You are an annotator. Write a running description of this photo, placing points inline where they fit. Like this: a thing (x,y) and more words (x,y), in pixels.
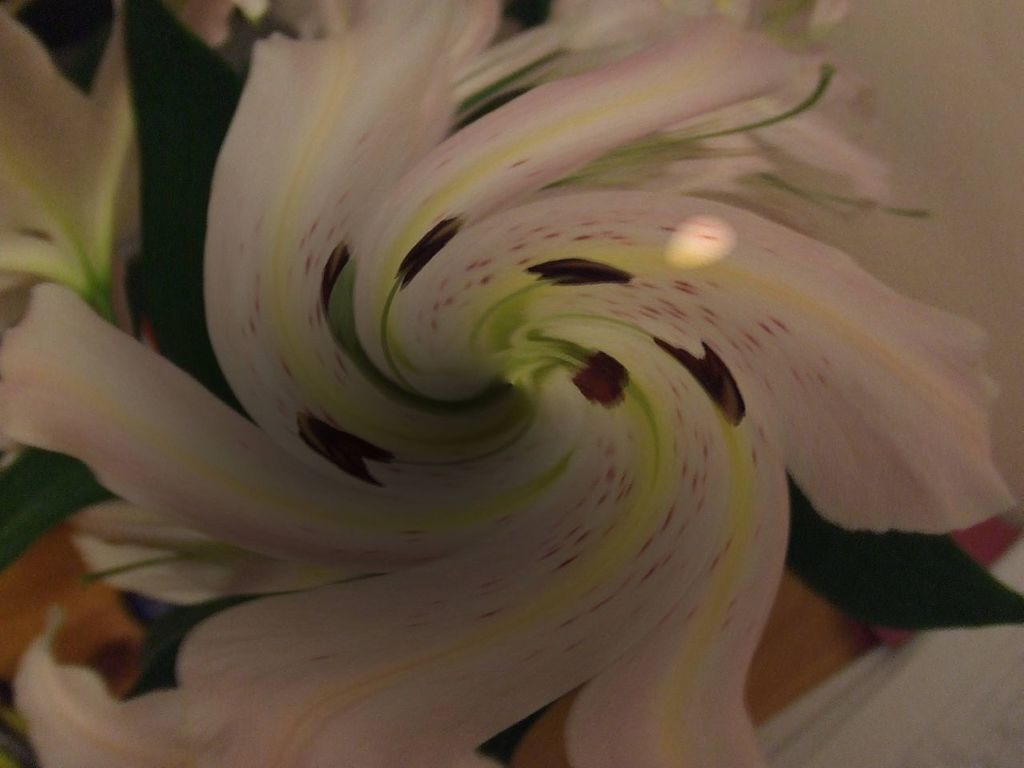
As we can see in the image there is a white color flower (444,306).
